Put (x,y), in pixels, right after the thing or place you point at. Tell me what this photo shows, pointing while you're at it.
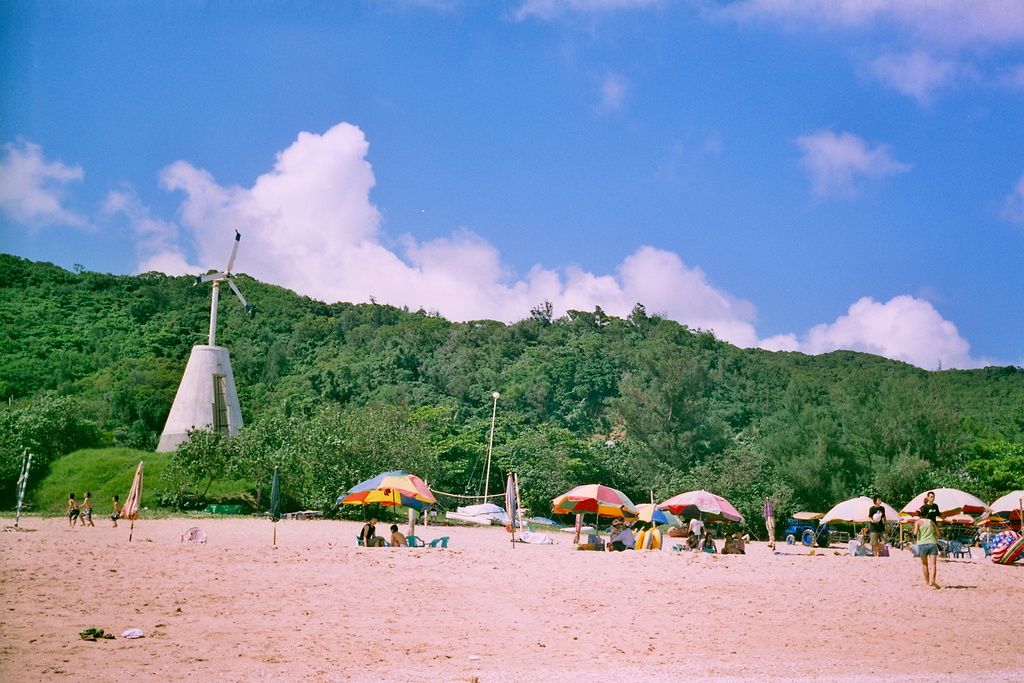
In this picture I can see group of people (698,528), there are umbrellas (638,518), chairs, there is a vehicle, there is a windmill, there are trees (600,475), and in the background (621,227) there is sky (826,210).
